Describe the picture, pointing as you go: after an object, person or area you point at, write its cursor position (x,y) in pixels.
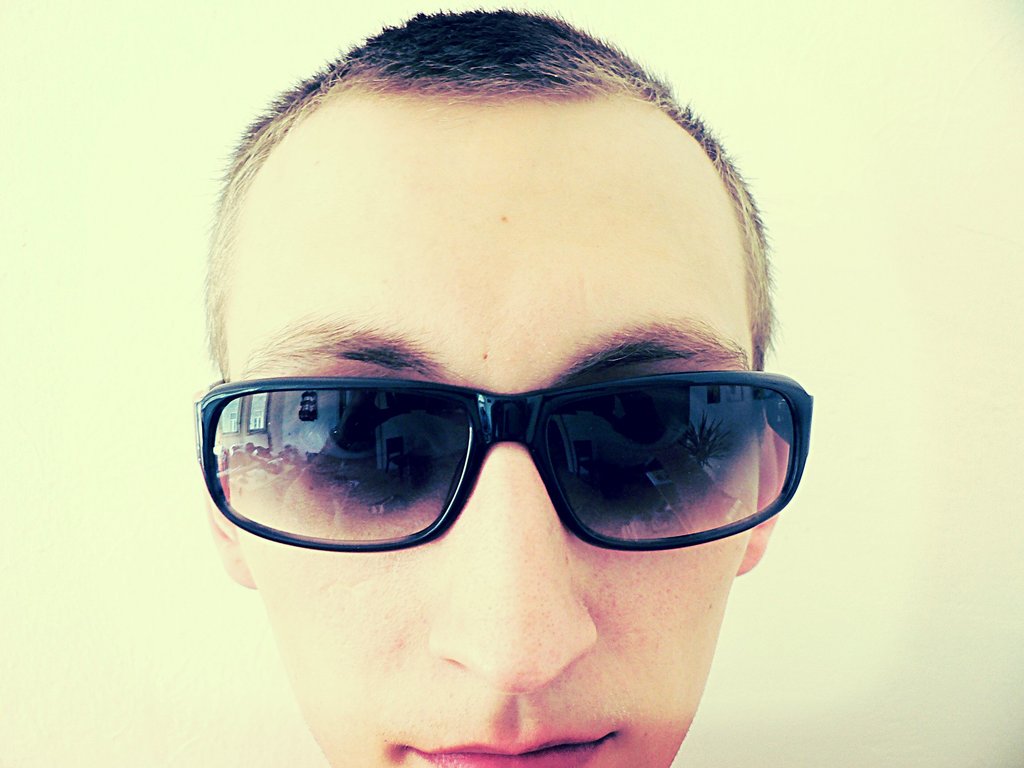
In this image we can see a person (474,547) wearing glasses (675,409). In the background (874,387) there is a wall (46,396).
